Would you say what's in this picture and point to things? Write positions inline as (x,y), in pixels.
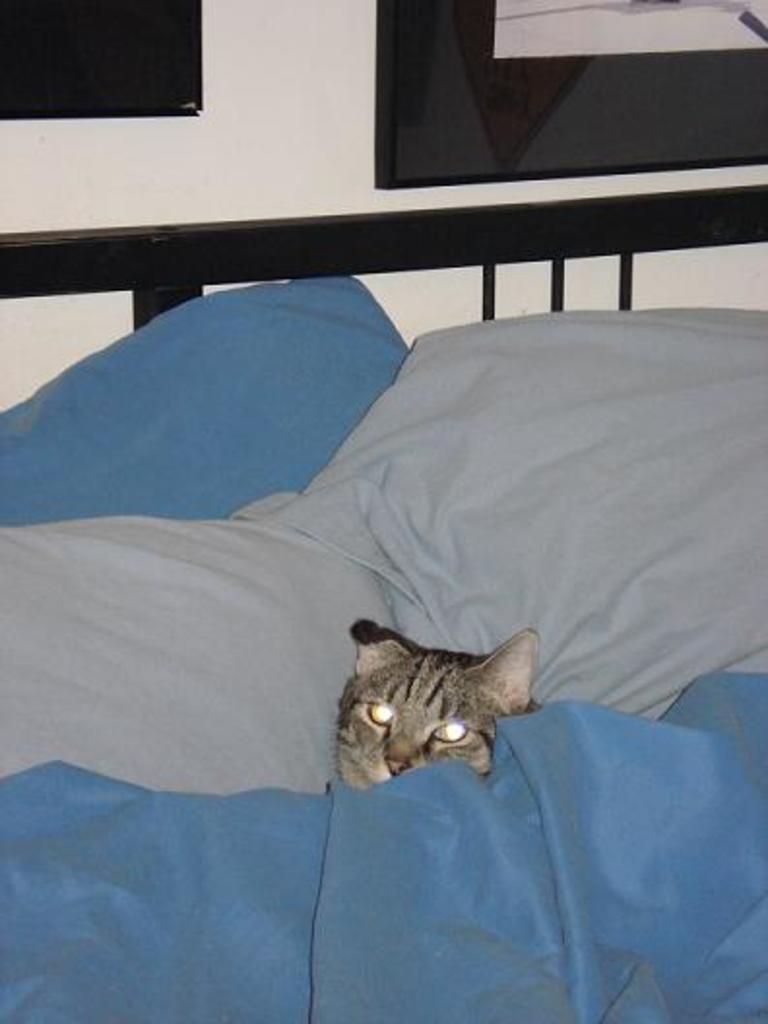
In this image we can see the cat (423,711) lying on the bed (317,726) and there are clothes (369,501). And at the back (388,67) there are black colored objects (163,80) attached to the wall (267,181).
